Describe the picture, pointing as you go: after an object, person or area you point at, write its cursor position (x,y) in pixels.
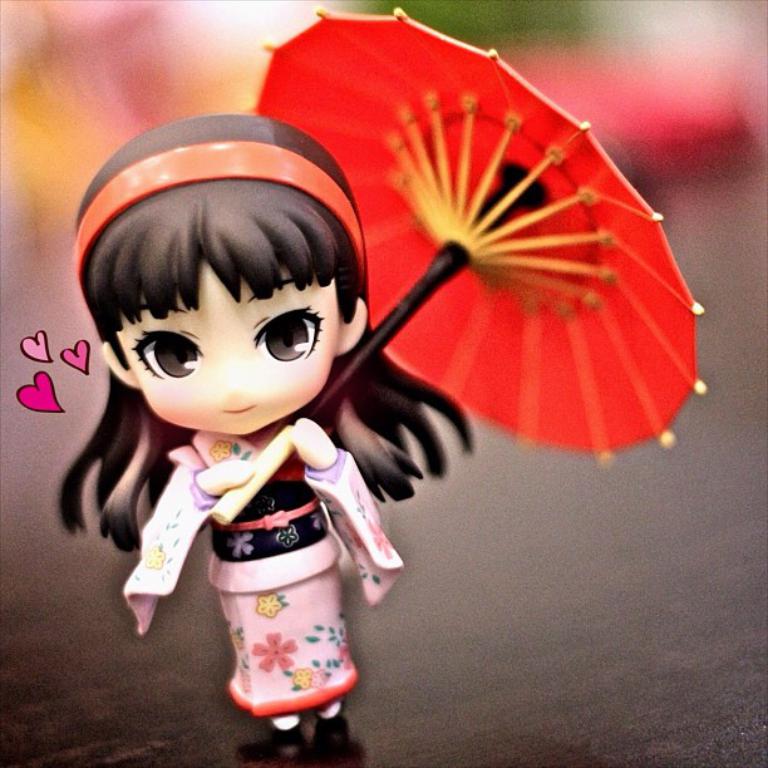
In this image we can see a doll (290,390) placed on the surface (392,655).
